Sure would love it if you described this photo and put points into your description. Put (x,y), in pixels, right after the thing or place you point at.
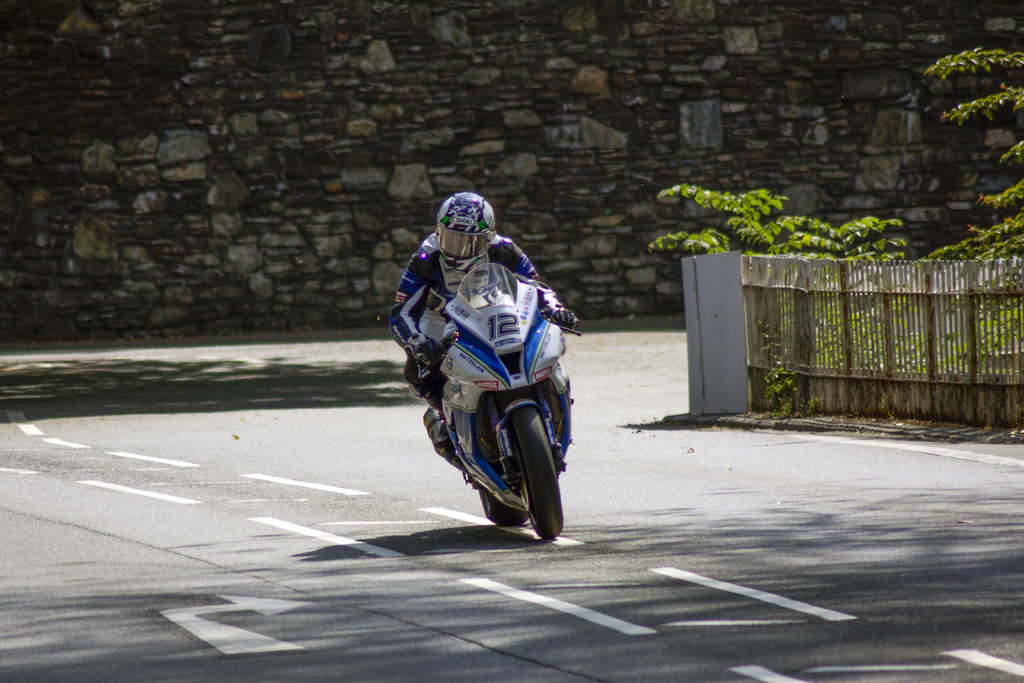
In this image I can see a person (471,263) riding a motorcycle (474,364) on the road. He is wearing a helmet (465,221), gloves (556,306) and a jacket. There are plants (915,336) and a fence (905,343) on the right (900,358). There is a stone wall (140,129) at the back (134,135).
